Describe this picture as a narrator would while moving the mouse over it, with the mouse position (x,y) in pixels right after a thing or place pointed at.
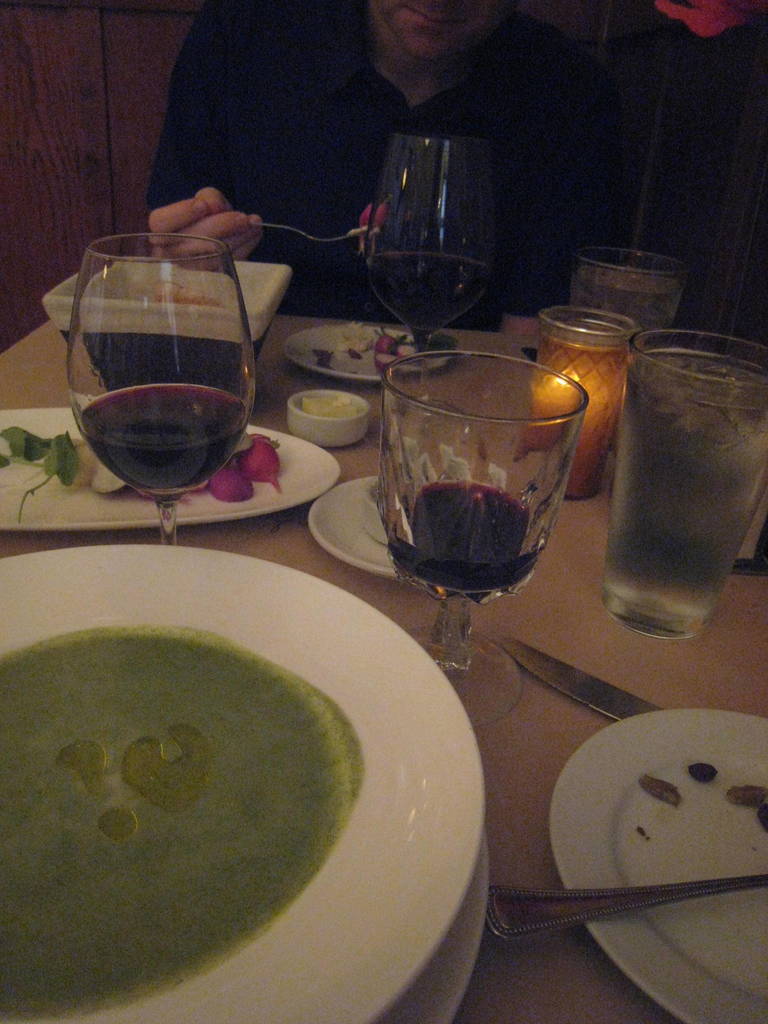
A man (244,146) is having food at a table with some glasses (199,403) and plates (347,521) on it.
